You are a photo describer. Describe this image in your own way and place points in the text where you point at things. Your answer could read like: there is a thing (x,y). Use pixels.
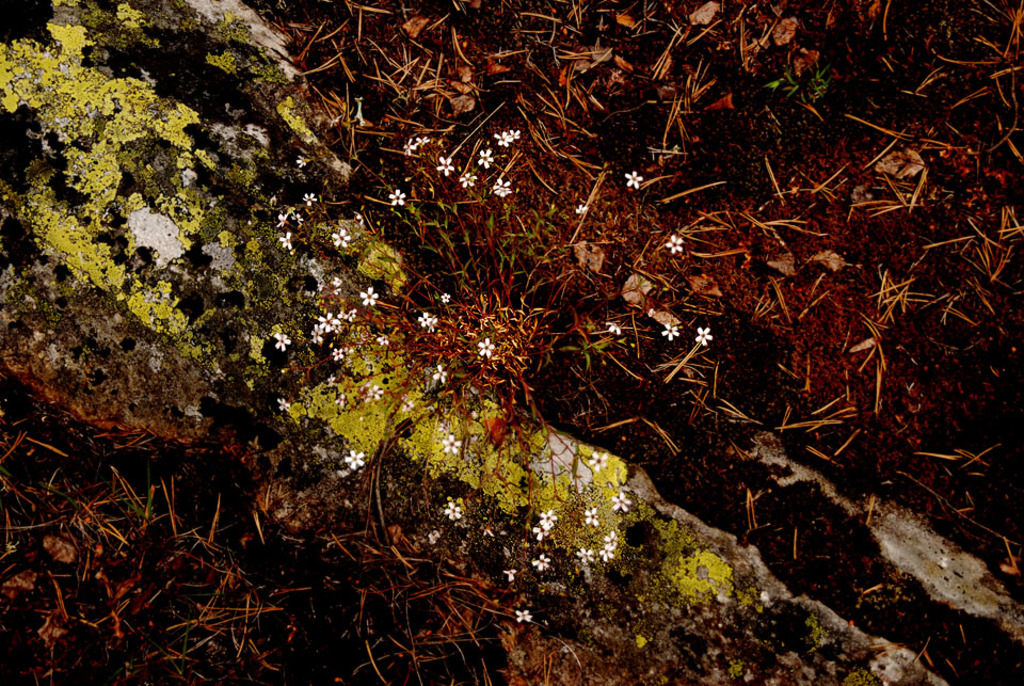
This picture seems to be clicked outside. In the center (379,396) we can see the white color flowers (367,293) and we can see the dry stems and some other objects (19,290).
